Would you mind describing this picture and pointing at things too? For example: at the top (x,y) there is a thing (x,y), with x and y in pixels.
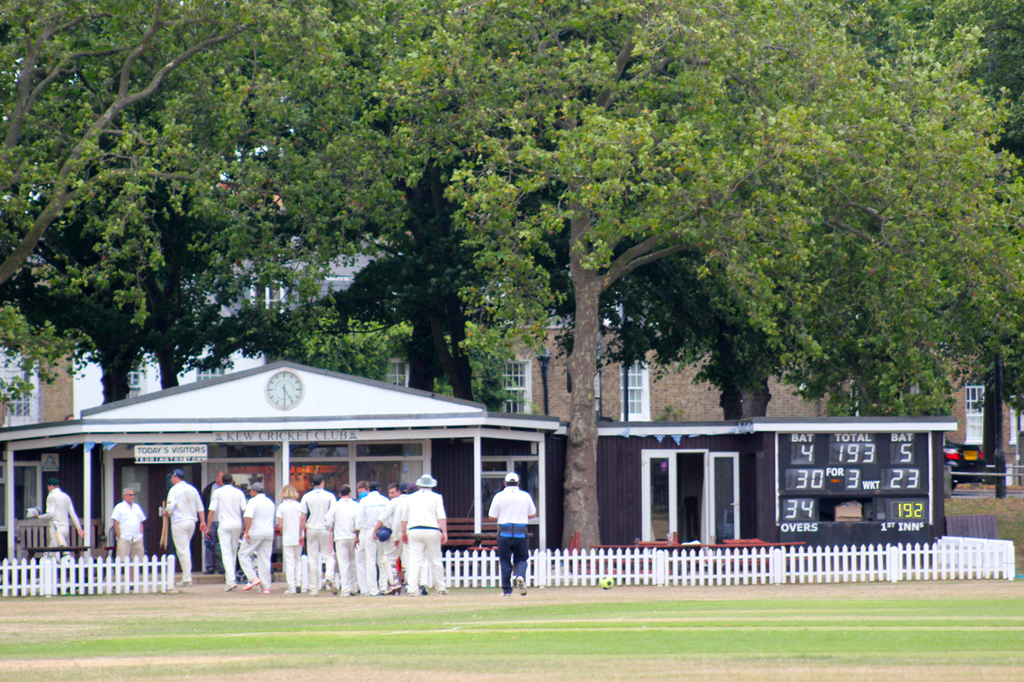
In this image I can see few trees (596,464), buildings (563,373), windows (622,390), shed (746,444), fencing (900,558), scoreboard (784,443) and few people (226,549) are walking and wearing white and blue color dresses (313,542).
